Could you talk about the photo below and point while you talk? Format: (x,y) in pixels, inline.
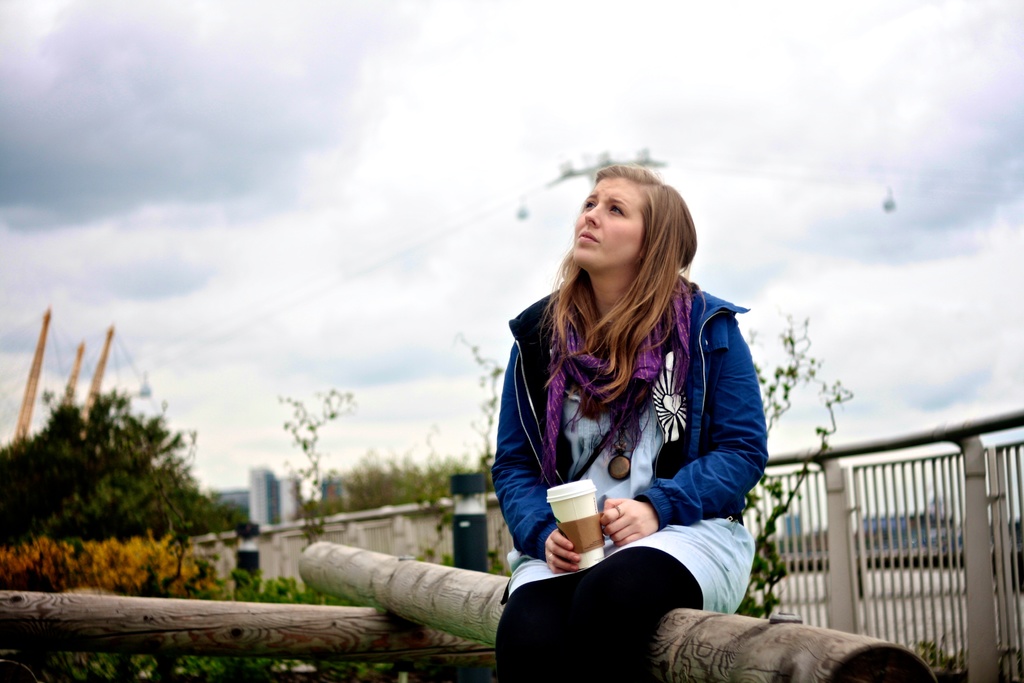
In the center of the image (614,374), we can see a lady (651,448) sitting on the log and wearing a scarf (647,398) and a coat (718,499) and holding a cup (595,545). In the background (151,478), there are trees (181,486) and we can see a fence (840,572) and there are some poles (107,353) along with wires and we can see some buildings (295,490). At the top (327,97), there are clouds (857,173) in the sky (842,226).
